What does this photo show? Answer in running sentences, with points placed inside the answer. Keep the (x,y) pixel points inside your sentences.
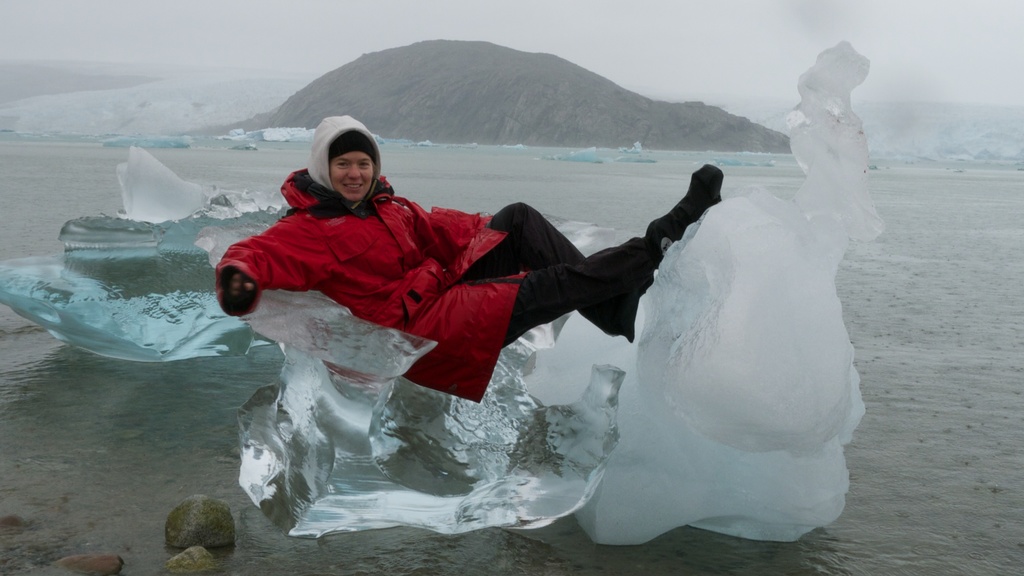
In this image there is a person (408,224) wearing a red jacket (422,273) is lying on the ice (450,431) which is on the land (603,575) having some water (801,565) and few rocks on it. Background (267,114) there are hills (554,70). Top of the image (620,51) there is sky (562,11).
